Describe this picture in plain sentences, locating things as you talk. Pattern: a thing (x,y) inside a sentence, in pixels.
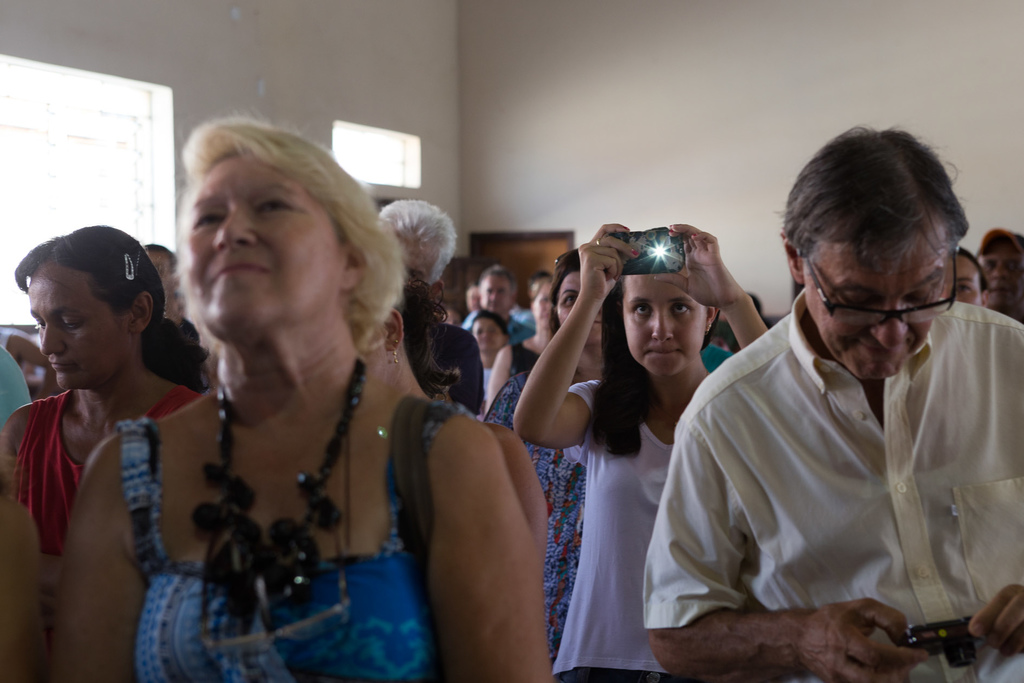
In this image I can see number of persons (538,474) and I can see few of them are holding cameras (656,271) in their hands (997,643). In the background (771,149) I can see the wall (642,111), the window (85,135) and the brown colored door (521,256).
